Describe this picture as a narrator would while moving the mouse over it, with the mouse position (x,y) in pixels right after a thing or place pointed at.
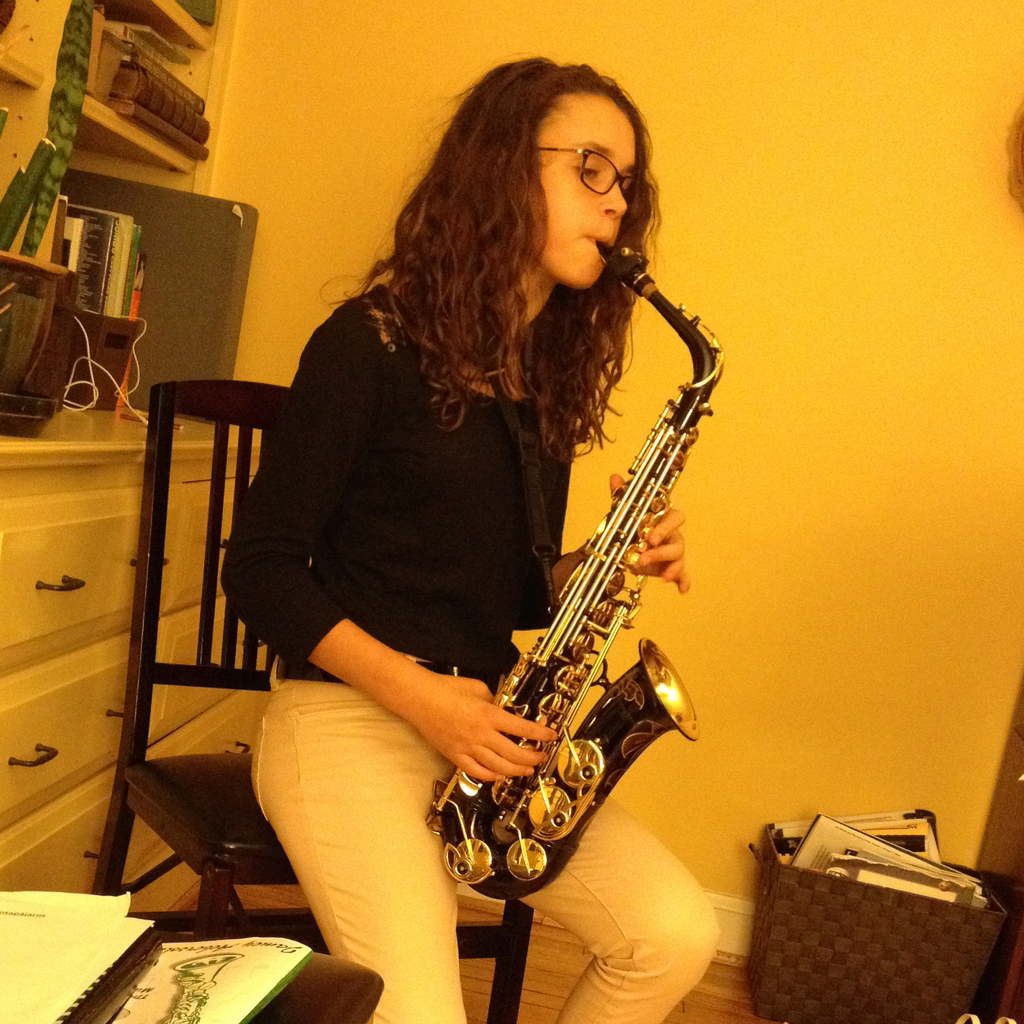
In the picture a woman (294,553) sitting on the chair (224,834) and playing a musical instrument (630,764) near to the woman (325,863) there is a cupboard (96,433) on the cupboard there are many books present in a shelf (182,173) in front of the women (480,448) there is a table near to the wall (294,125) there is a basket (895,943) in the basket (893,914) there are many books (895,857).
